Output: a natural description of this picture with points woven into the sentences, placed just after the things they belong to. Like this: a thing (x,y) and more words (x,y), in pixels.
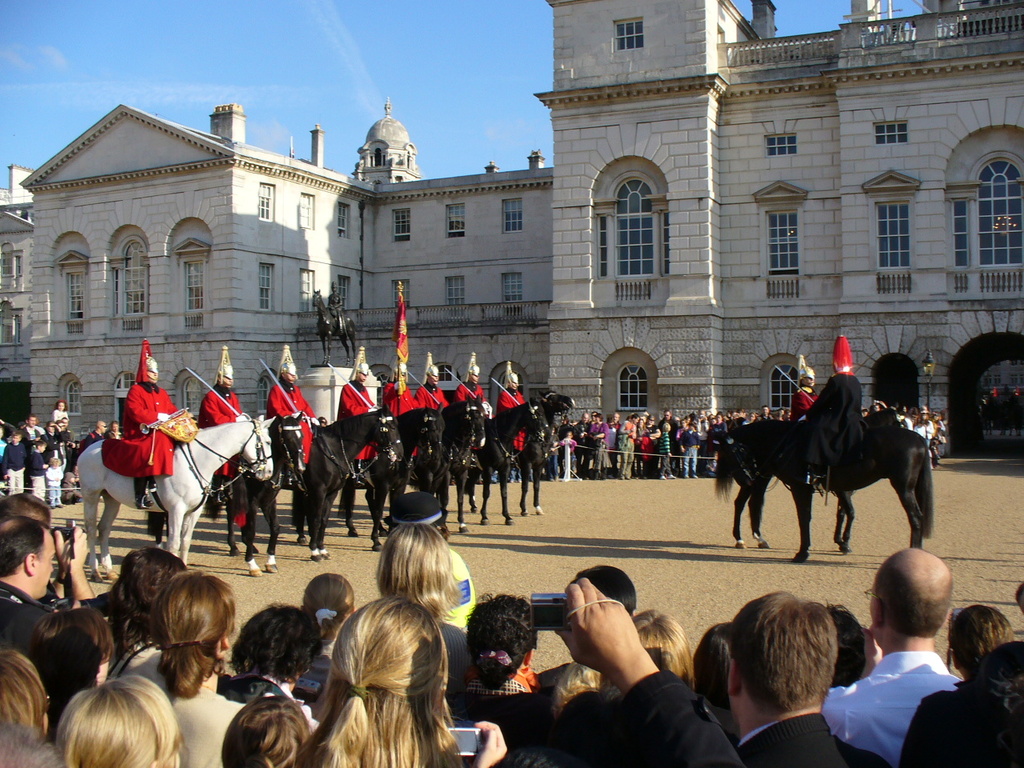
In the image we can see there are many people (403,613) wearing clothes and there are many horses (415,447), black and white in color. On the horse (277,443) there are people (165,400) sitting wearing helmet (231,370) and holding a sword (344,378) in their hand (316,423). There is even a building (481,204) and we can even see the windows (646,211) of the building (625,234), this is a sand (670,532), flag (403,342) and a sky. There is a sculpture (344,315) of a person (332,311) and a horse (344,337). These are the gadgets (61,533).
